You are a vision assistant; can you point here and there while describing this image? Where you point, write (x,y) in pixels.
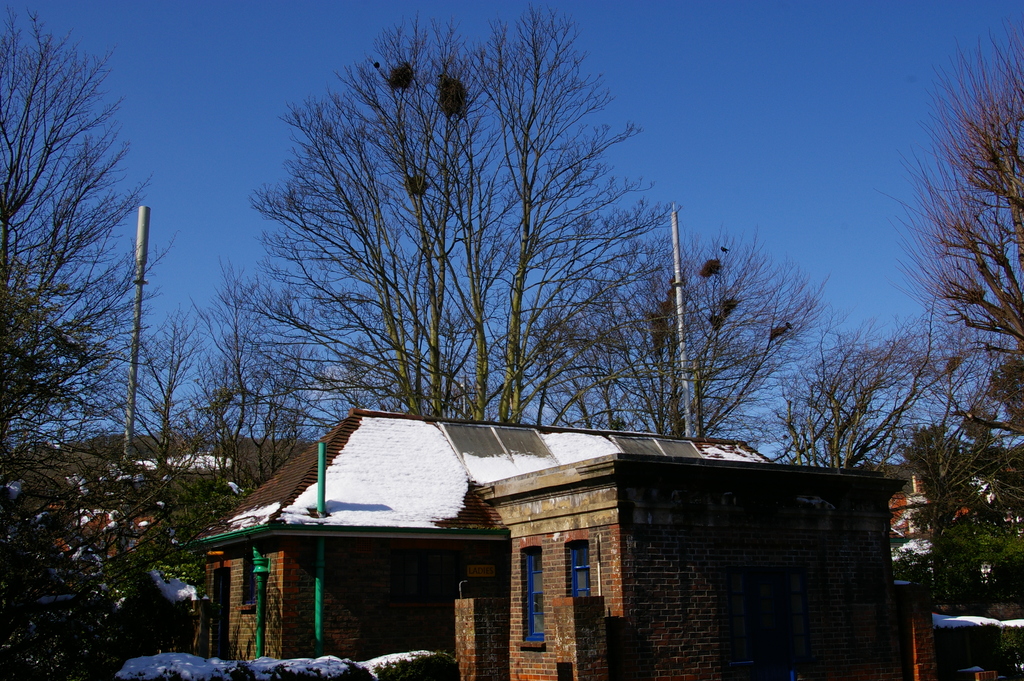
This picture shows few buildings (766,512) and trees (955,502) and a couple of poles (683,371) and snow (269,514) on the buildings (325,552) and trees (180,644) and we see a blue sky (234,69).
